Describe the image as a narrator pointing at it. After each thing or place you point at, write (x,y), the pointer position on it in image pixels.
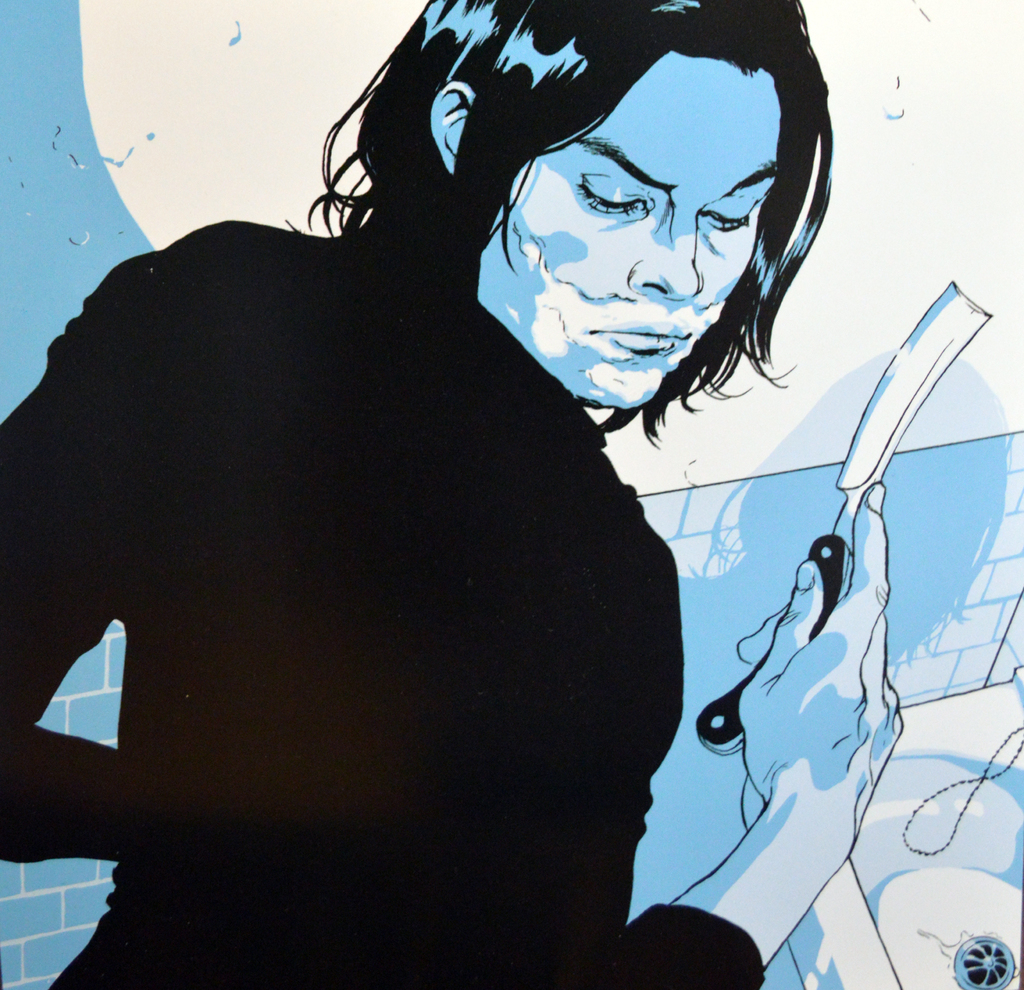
In this image I can see a person (593,559) is holding an object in hand (770,722), sink (960,891) and wall (849,42). This image looks like a painting.
